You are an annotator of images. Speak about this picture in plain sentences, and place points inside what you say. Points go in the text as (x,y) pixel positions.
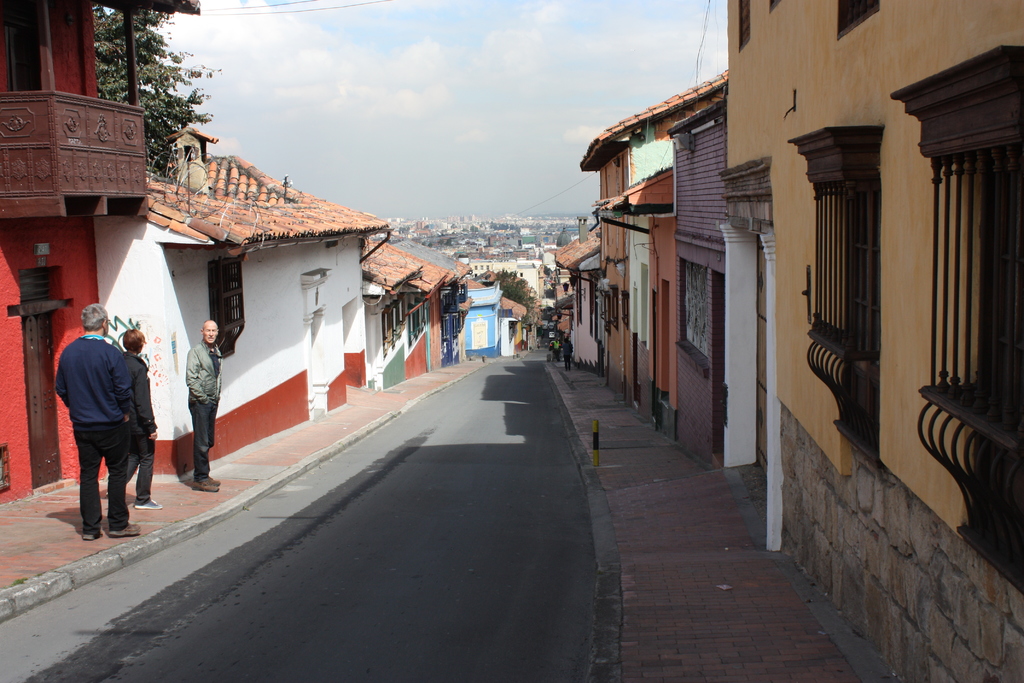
In this image we can see road (401,438). On the sides of the road (424,408) there are buildings (452,260) with windows (690,278). There are sidewalk (574,421). And there are few people (133,411) standing on the sidewalk (272,448). Also there are trees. In the background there is sky (464,100) with clouds (357,89). Also there are buildings (551,237).
